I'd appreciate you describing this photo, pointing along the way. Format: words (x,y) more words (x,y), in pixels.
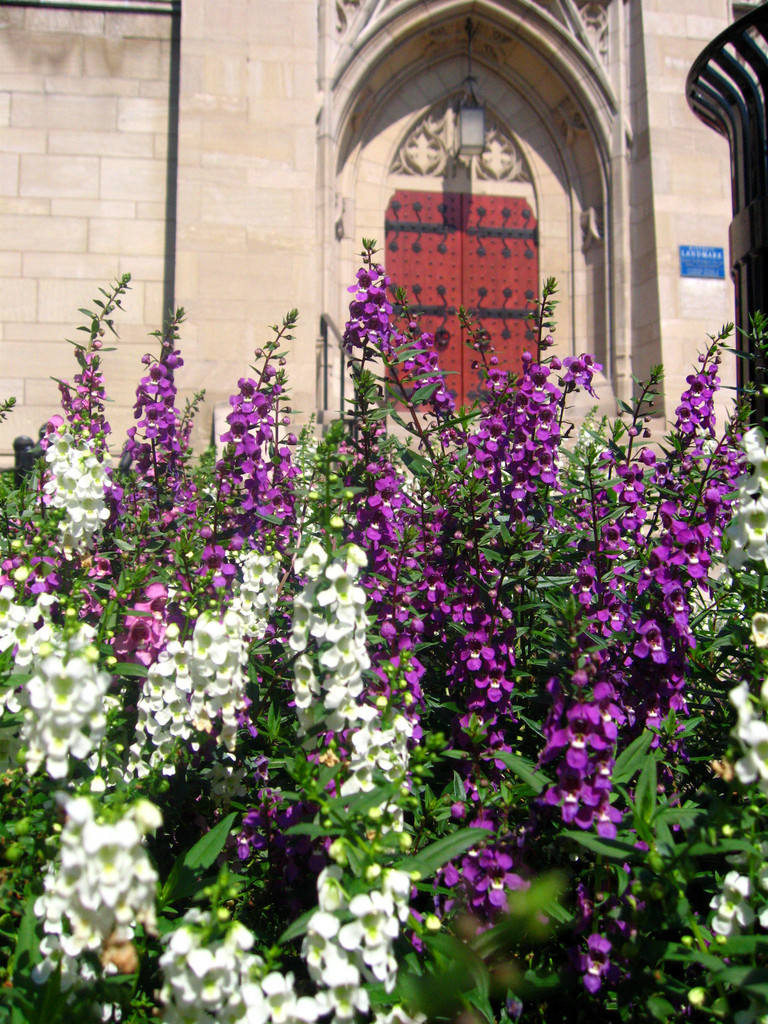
In this image there is a building (457,277) with doors (515,271) in the middle (480,383) in front of that there are so many flower plant (505,832).
